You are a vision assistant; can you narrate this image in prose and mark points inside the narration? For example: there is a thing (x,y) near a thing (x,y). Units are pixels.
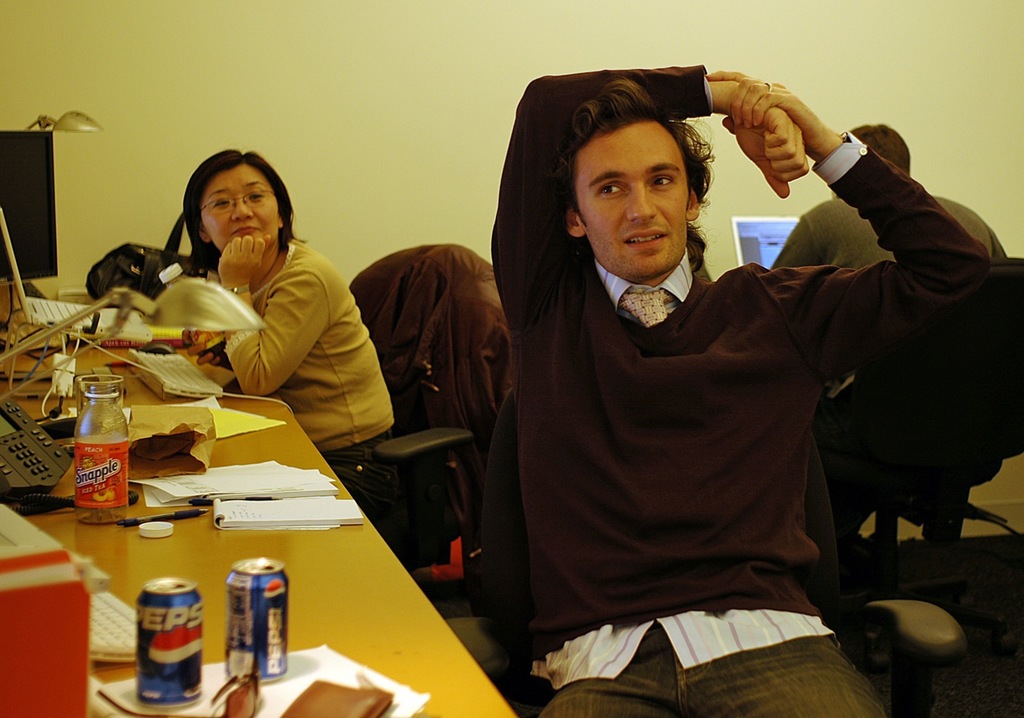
The image is inside the room (625,498). In the image there are three people (674,686) sitting on chair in front of a table (327,572), on table (318,555) we can see books (260,491), pen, tin (241,626), bottle (105,463), land phone (30,449), monitor (49,256), keyboard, mouse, bag (146,279), cap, purse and goggles (233,693). In background (383,254) there is a wall (415,112).
